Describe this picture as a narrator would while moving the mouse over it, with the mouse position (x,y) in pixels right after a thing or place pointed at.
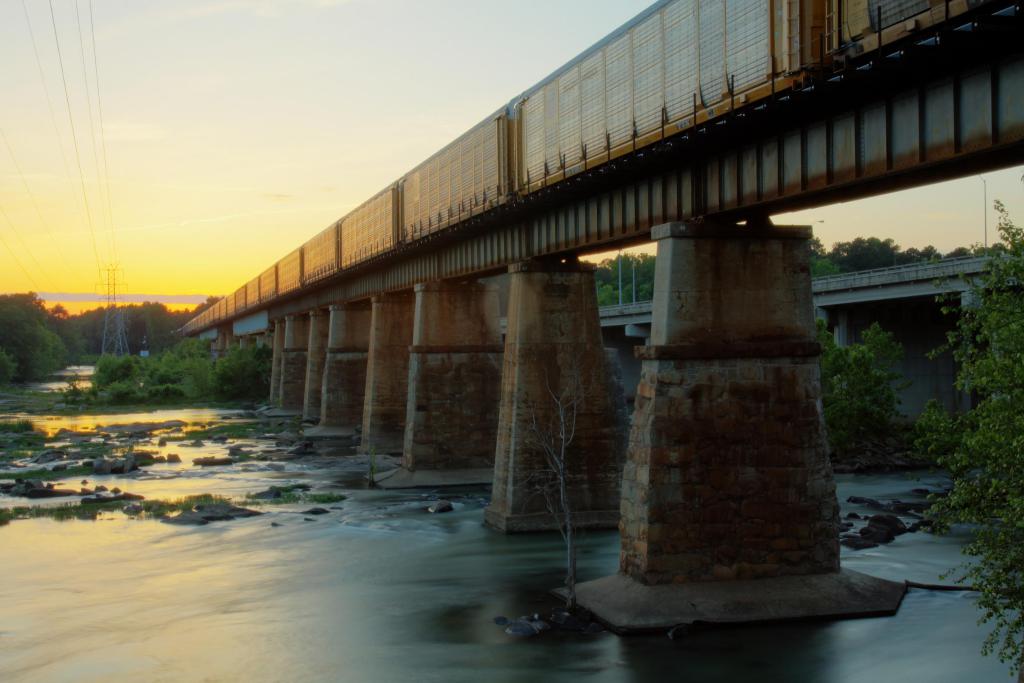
In this picture we can see a bridge (273,380) and water (359,604) under the bridge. We can see few street lights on another bridge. There is a tower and wires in the background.
